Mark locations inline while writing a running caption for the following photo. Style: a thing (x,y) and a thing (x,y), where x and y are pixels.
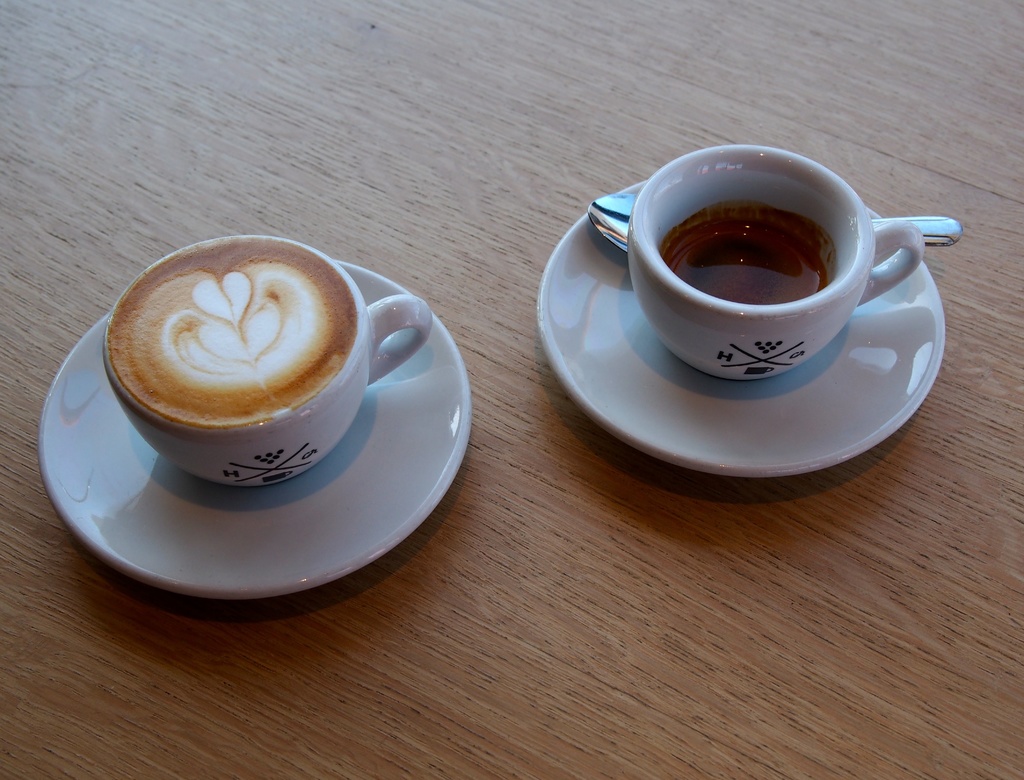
In this image I can see the cups (654,250) and plates (725,420) on the table (454,669).
